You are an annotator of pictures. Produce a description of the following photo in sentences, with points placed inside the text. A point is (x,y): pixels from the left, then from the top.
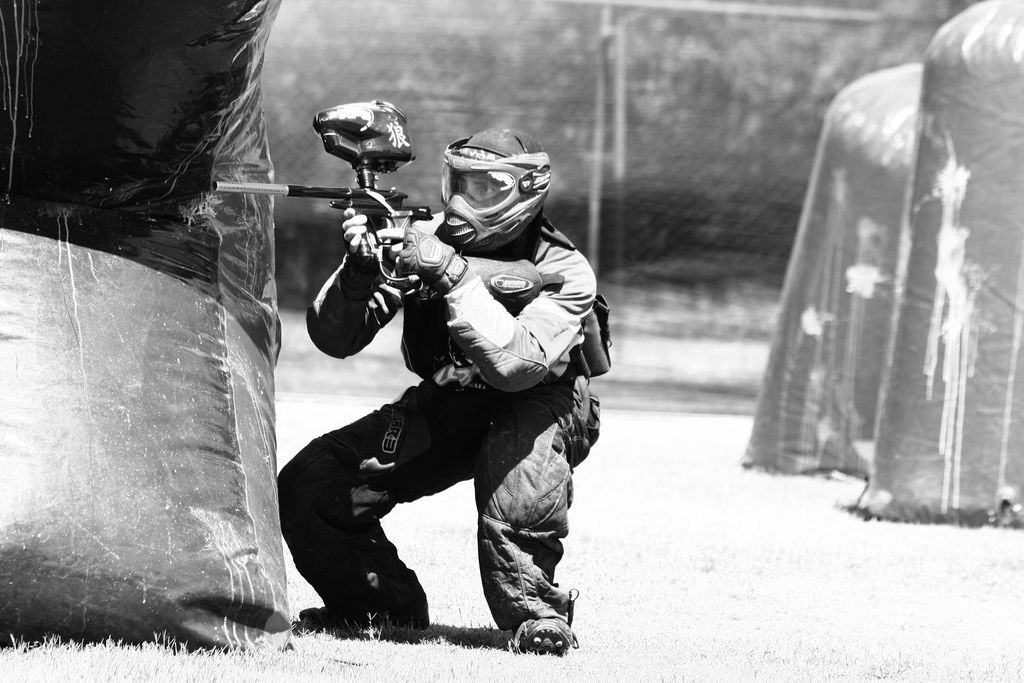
In this image I can see a man (327,293) in the center (539,375) and I can see he is holding a gun (353,137). I can see he is wearing gloves (450,288), shoes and a helmet (496,229). On the left side (274,625) and on the right side of this image (817,220) I can see few things (43,367). I can also see this image is black and white in colour.
